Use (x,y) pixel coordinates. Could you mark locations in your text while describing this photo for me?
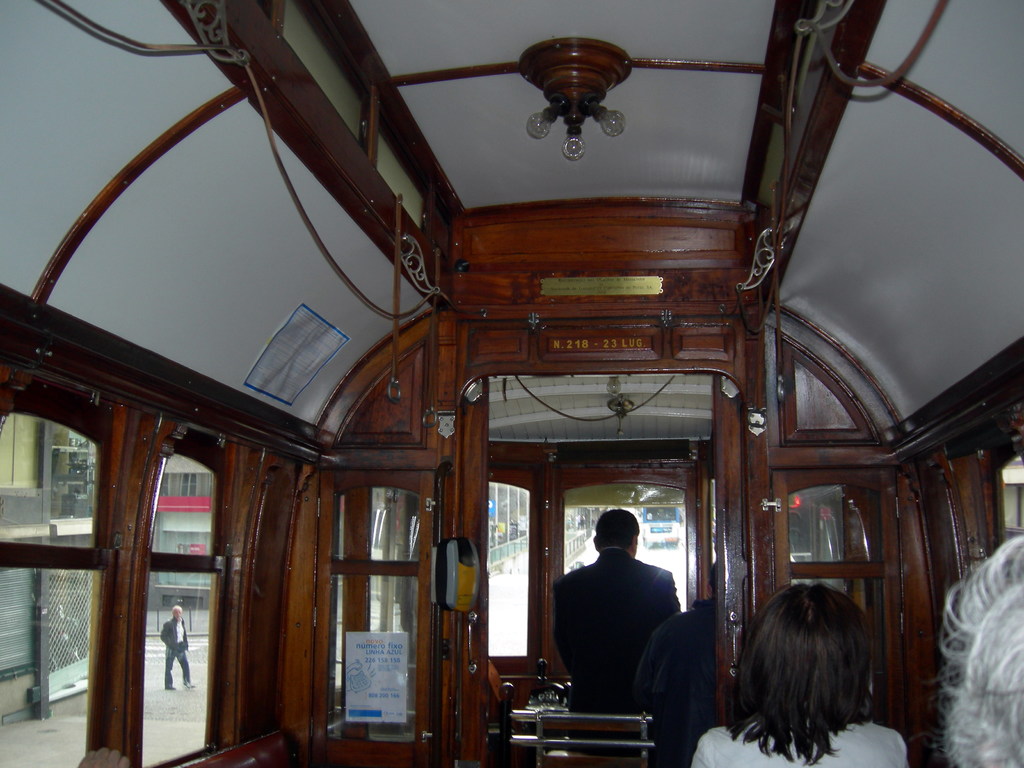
In the middle of the image (668,409) few people (1003,706) are sitting on a vehicle (625,322). Through the glass window (161,739) we can see a person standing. Behind him there are some buildings (59,683). Through the windshield (500,503) we can see some vehicles (675,537) and fencing (577,540). Top of the image (213,241) there is roof (596,171) and lights (529,126).
